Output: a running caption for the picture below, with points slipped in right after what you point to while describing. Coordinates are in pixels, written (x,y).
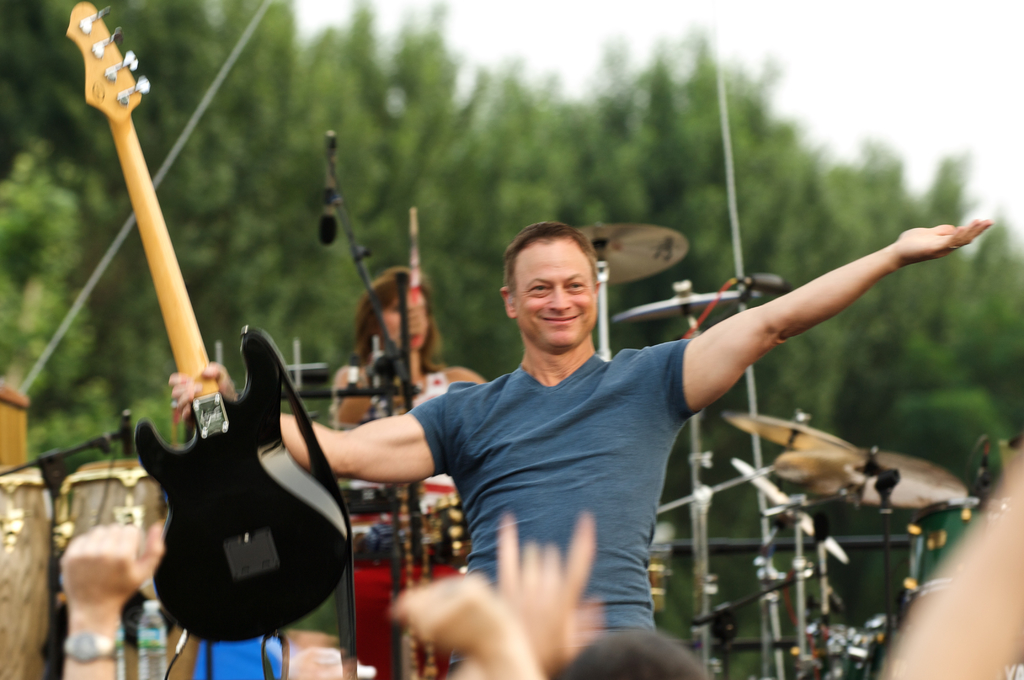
Picture is taken outdoor in the center of the picture (550,427) one person (544,491) is wearing blue shirt (537,504) and holding a guitar (253,472) behind him there is one woman (421,367) sitting on the chair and there are drums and plates (822,488) behind them there are trees (921,209), in front of the person (628,543) there is crowd (941,641).
